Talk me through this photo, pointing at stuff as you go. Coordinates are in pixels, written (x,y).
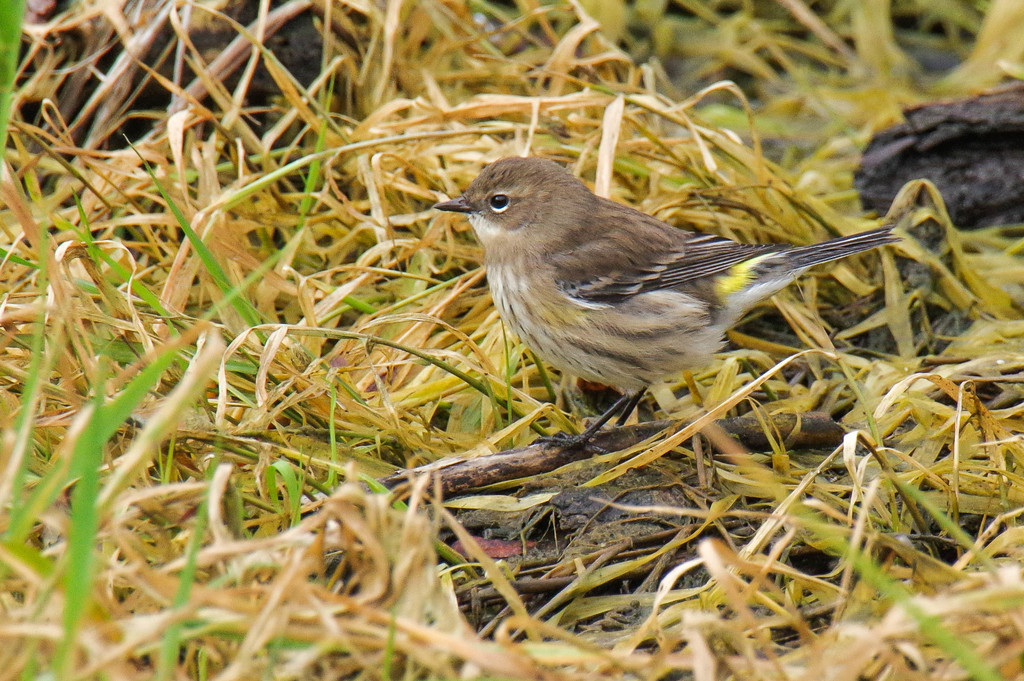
In this image there is a bird (633,404) standing on a stem (612,447). There is grass (776,73). There is mud (806,152).
